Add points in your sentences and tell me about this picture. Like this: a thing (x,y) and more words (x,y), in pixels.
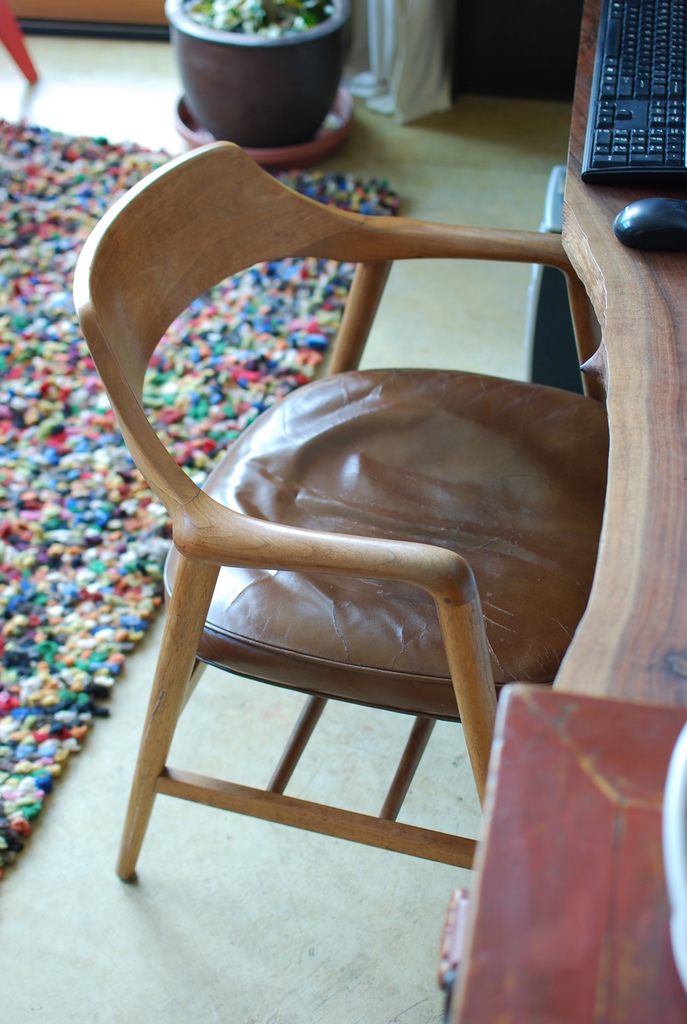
In this image there is a chair (357,500), in front of the chair (594,423) there is a keyboard (599,163), mouse (678,212) and some objects (677,846) on the table (583,263), beside the chair (549,241) there is a CPU (545,366), behind the chair (311,430) there is a mat (71,269) on the floor (50,1005), in front of the mat (41,410) there is a flower pot (283,100), behind the flower pot (299,69) there is a curtain (389,44) and the leg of a chair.
